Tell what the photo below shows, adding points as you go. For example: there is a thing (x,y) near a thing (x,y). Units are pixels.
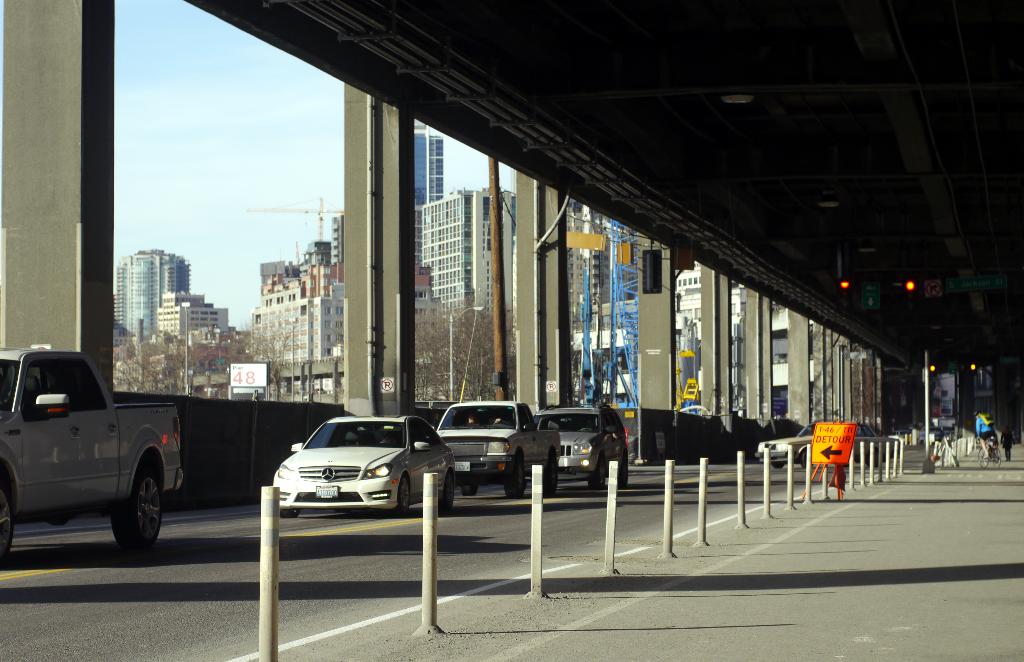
In this image, we can see few vehicles (368,475) are moving on the road (392,602). Here we can see poles (853,458), board (817,461), few people (1006,452). Here a person (991,450) is riding a bicycle (985,454). Background (668,359) i can see pillars (658,343), buildings (699,359), cranes (616,263), trees (127,384), poles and sky (236,141). On the right side of the image (832,454), we can see few lights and sign boards (843,447).
